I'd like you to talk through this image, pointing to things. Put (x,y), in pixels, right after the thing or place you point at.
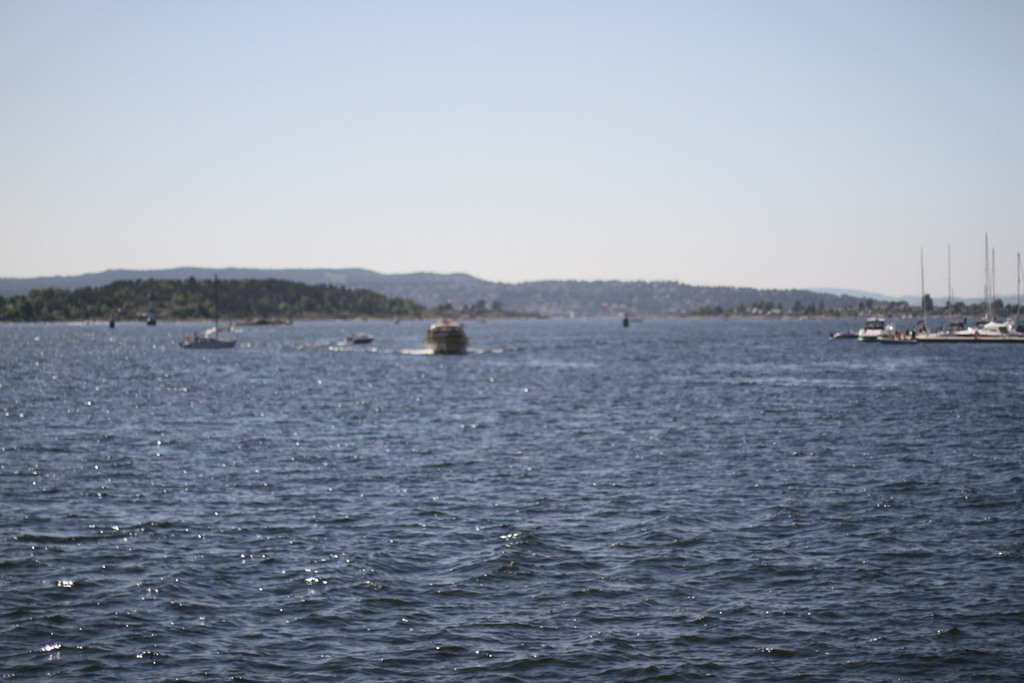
In this picture I can see boats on the water (933,559), there are trees (169,294), hills (574,299), and in the background (703,250) there is sky (767,19).
